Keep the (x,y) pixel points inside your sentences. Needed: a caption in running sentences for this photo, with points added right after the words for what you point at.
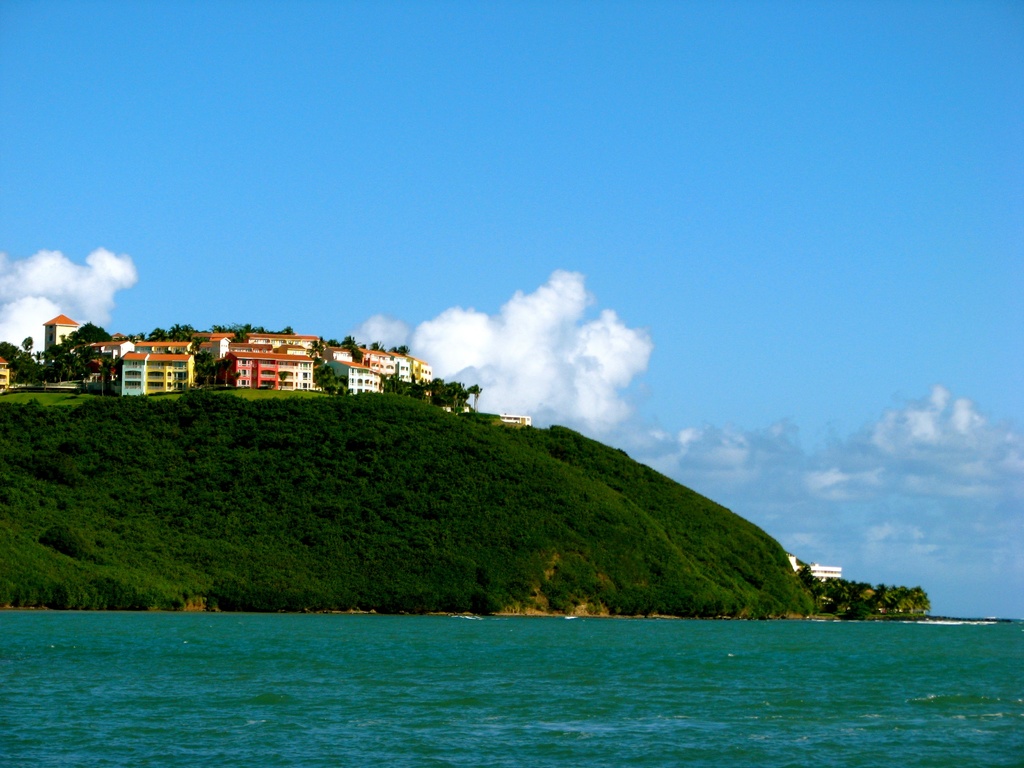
In this image I can see few buildings (241,355), trees (306,577), water (652,649) and the sky (541,222) is in blue and white color.
